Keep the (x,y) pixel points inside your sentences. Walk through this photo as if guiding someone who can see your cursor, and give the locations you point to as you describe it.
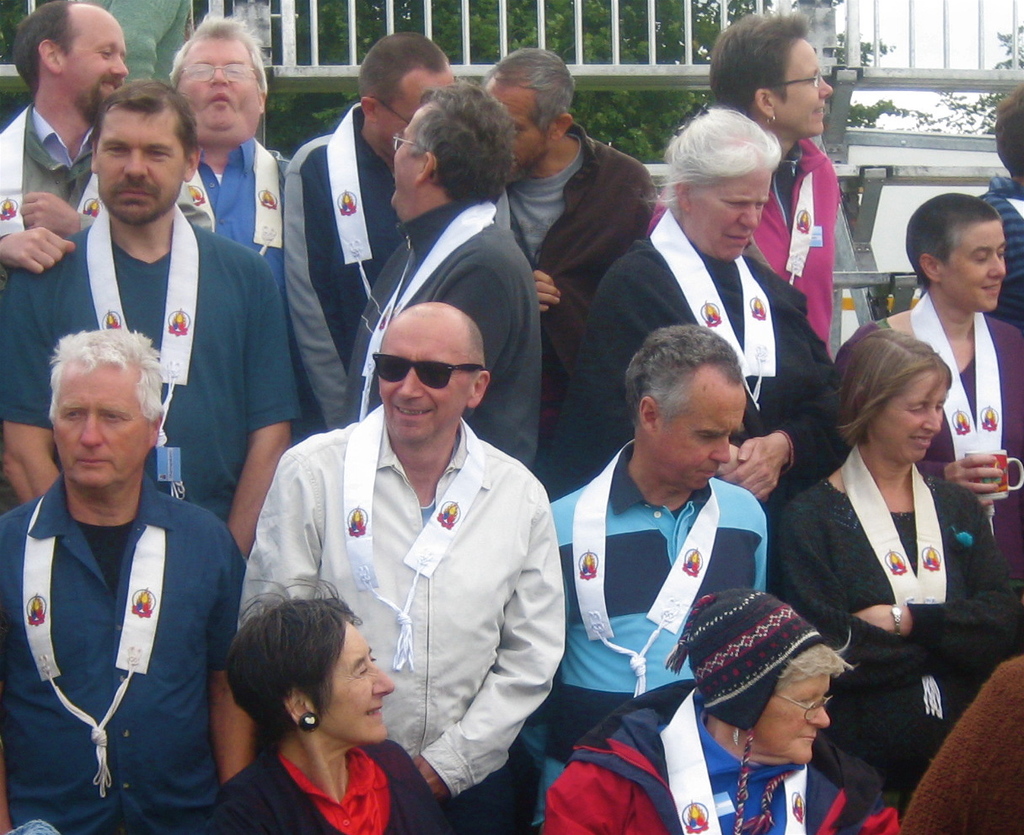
In this image I see number of people (781,294) and I see white color things (427,276) around their necks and I see the fencing (682,70) over here and I see the green leaves (384,8) in the background (439,6).
